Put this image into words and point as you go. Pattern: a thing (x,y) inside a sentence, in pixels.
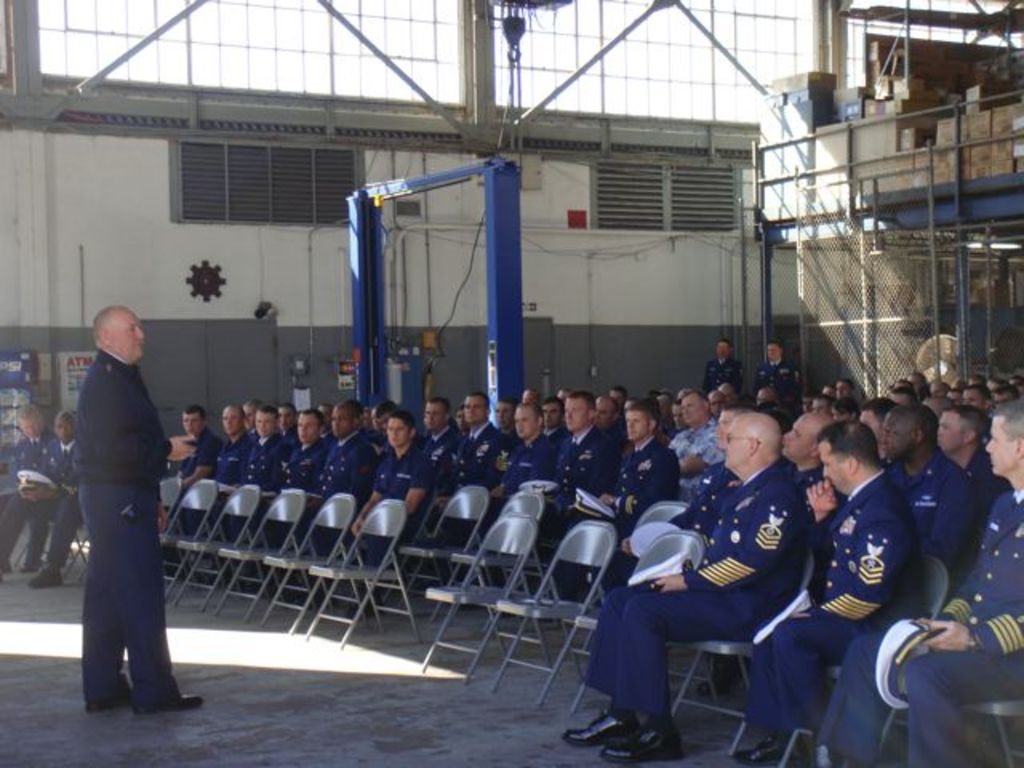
This image is taken indoors. At the bottom of the image (350,724) there is a floor (206,695). In the background (550,240) there are a few walls (426,220). There are two ventilators (352,184). There is a mesh (937,333). There are many Iron bars (484,57) and grills (776,183). On the right side of the image (866,220) there are a few iron bars (936,307). There is a mesh (910,302) and there are many objects (894,103). In the middle of the image (455,448) many people (319,428) are sitting on the chairs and they are holding caps (920,638) in their hands (946,626). Three men (169,446) are standing on the floor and there are a few boards (65,382) with text (351,379) on them.
